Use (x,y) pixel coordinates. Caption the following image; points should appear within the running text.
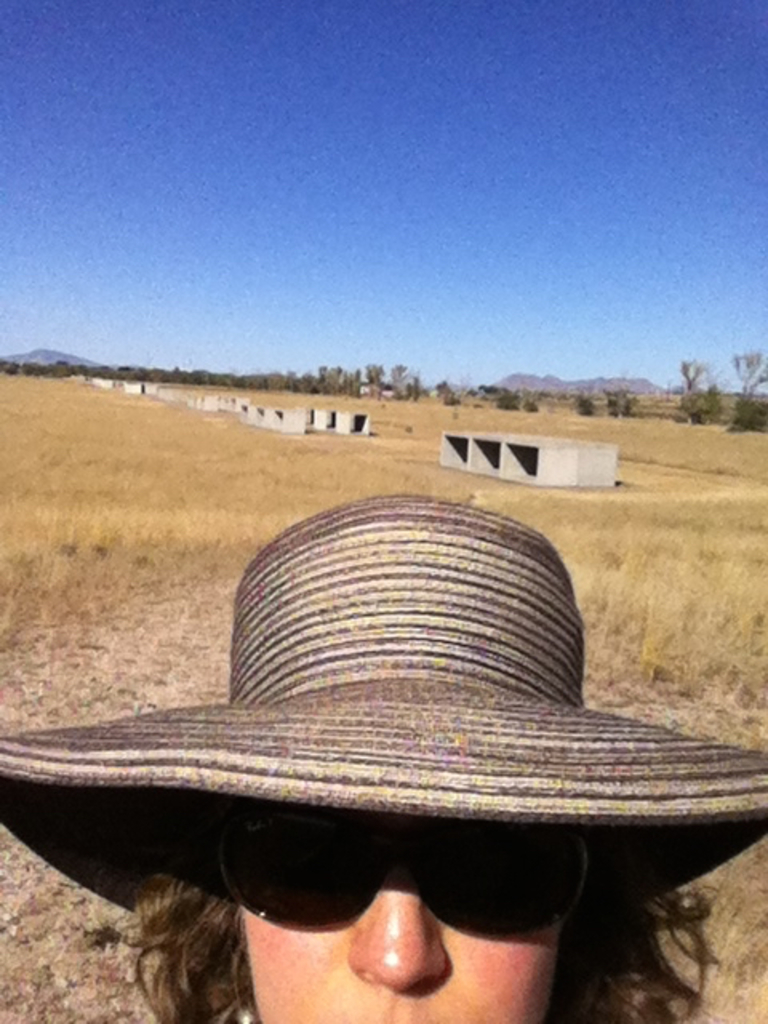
This picture is taken from outside of the city. In this image, in the middle (446,669), we can see a person (259,860) wearing a hat (390,607). In the background (560,383), we can see some trees (763,405), plants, mountains (551,381), rocks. At the top (404,160), we can see a sky (391,157) which is in blue color, at the bottom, we can see a grass (217,538).
